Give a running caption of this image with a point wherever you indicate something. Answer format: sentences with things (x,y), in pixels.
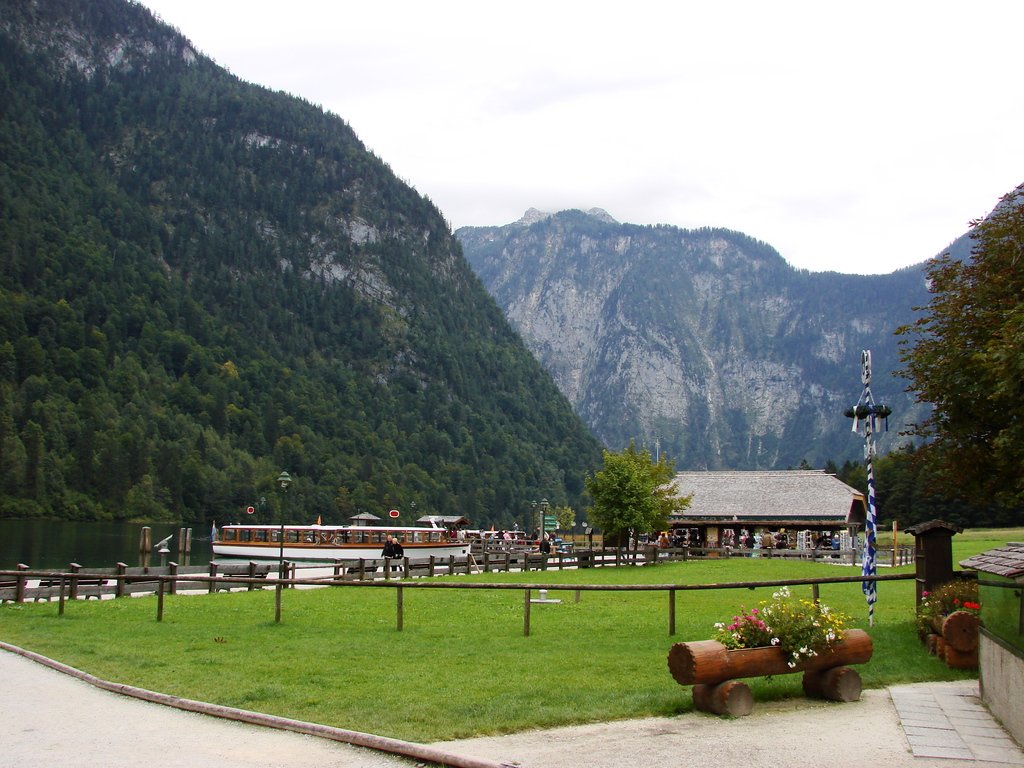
In the background (936,67) we can see the sky (936,67). In this picture we can see the hills (768,355), thicket (89,327), ship (356,545), water (19,558), railings (162,579), shed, poles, trees (625,479), green grass (533,637), flower plants (924,607) and few objects (968,647). Far we can see the people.
